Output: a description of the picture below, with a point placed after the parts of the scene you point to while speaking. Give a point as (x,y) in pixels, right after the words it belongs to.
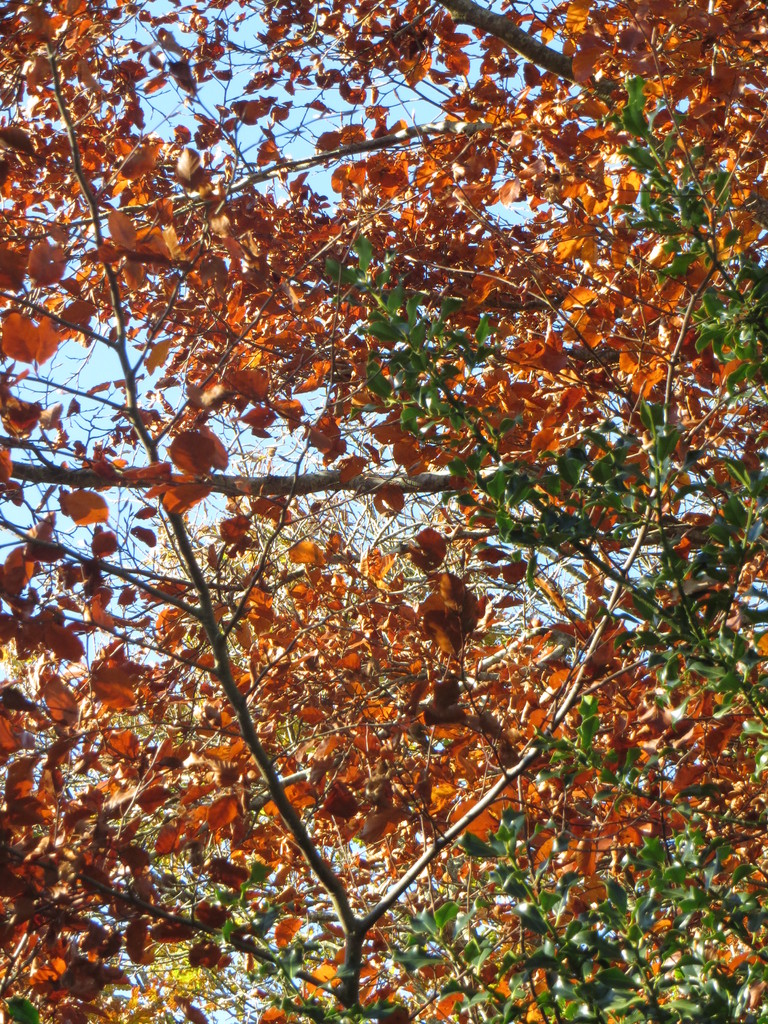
In this image we can see trees (380,503) and sky (322,97).
